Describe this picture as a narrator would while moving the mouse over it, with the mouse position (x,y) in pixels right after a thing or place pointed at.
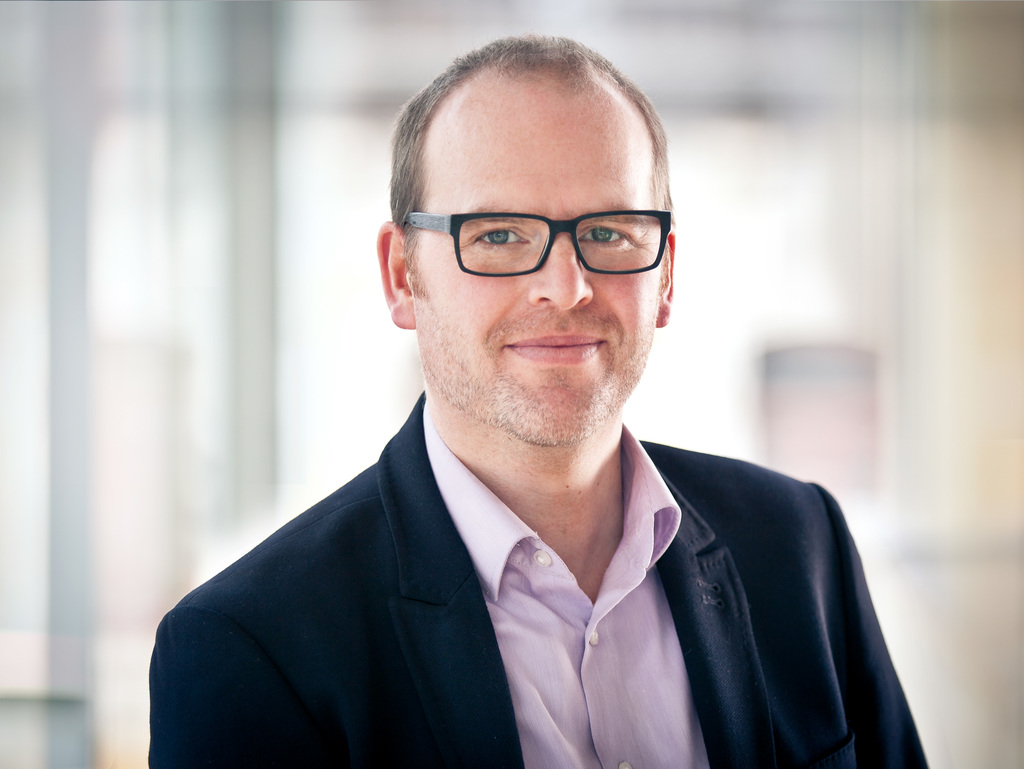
In this picture I can see there is a man (451,626) standing, he is wearing a blazer (890,742), a purple shirt (644,637) and he has spectacles (600,256) and is smiling and the backdrop (755,345) is blurred.
